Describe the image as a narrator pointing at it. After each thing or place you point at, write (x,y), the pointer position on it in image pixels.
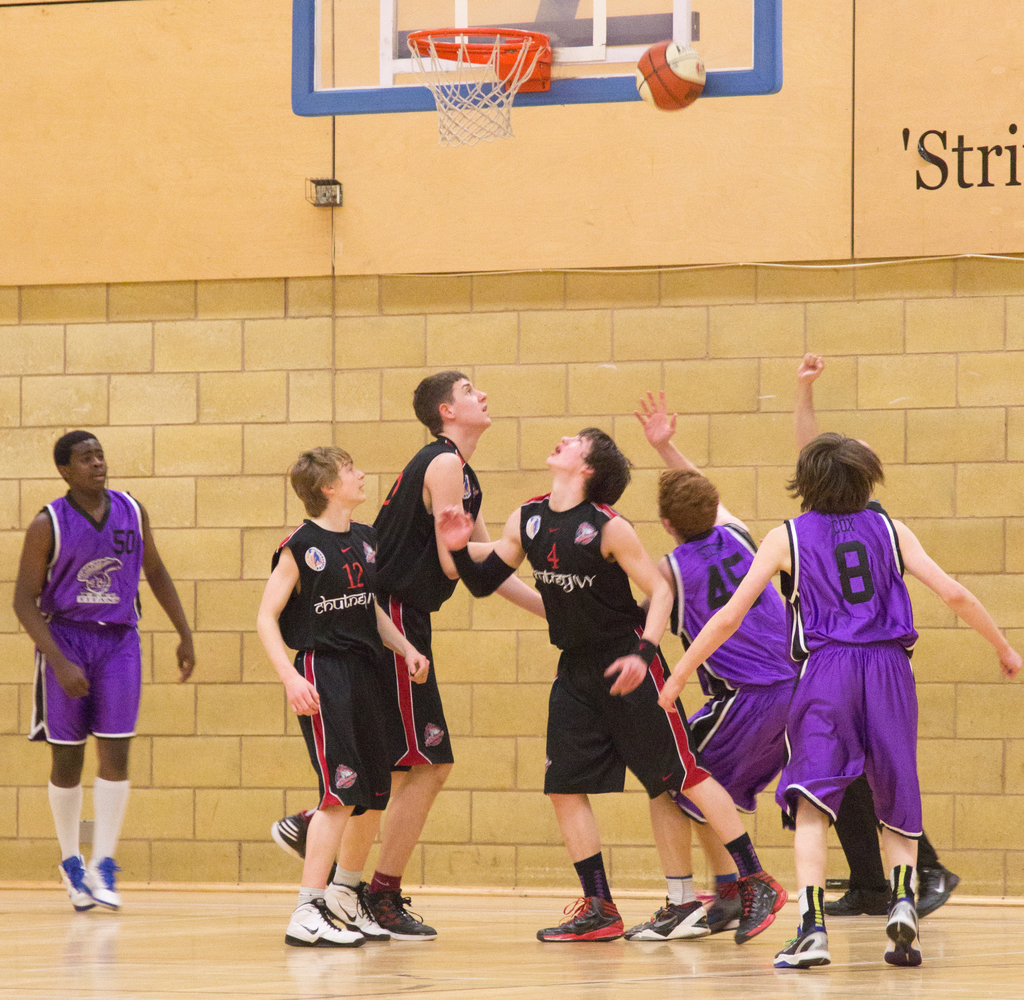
In this image we can see the players (291,934) on the floor (478,910). In the background (546,429), we can see the wall (574,376) and also the text (997,154) and ball (678,52) and also the basketball net (475,112).
